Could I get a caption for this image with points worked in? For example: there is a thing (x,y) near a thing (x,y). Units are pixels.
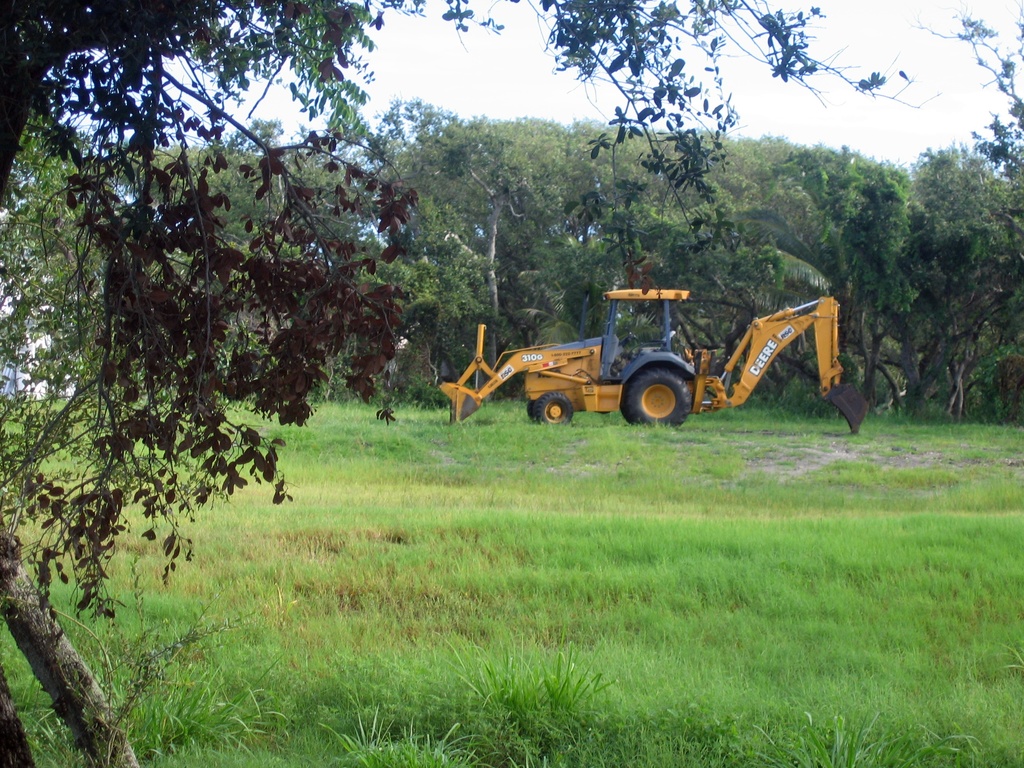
In this image I can see grass (390,491), number of trees (723,339) and a yellow colour vehicle (678,413) over here. On this vehicle (606,353) I can see something is written.
